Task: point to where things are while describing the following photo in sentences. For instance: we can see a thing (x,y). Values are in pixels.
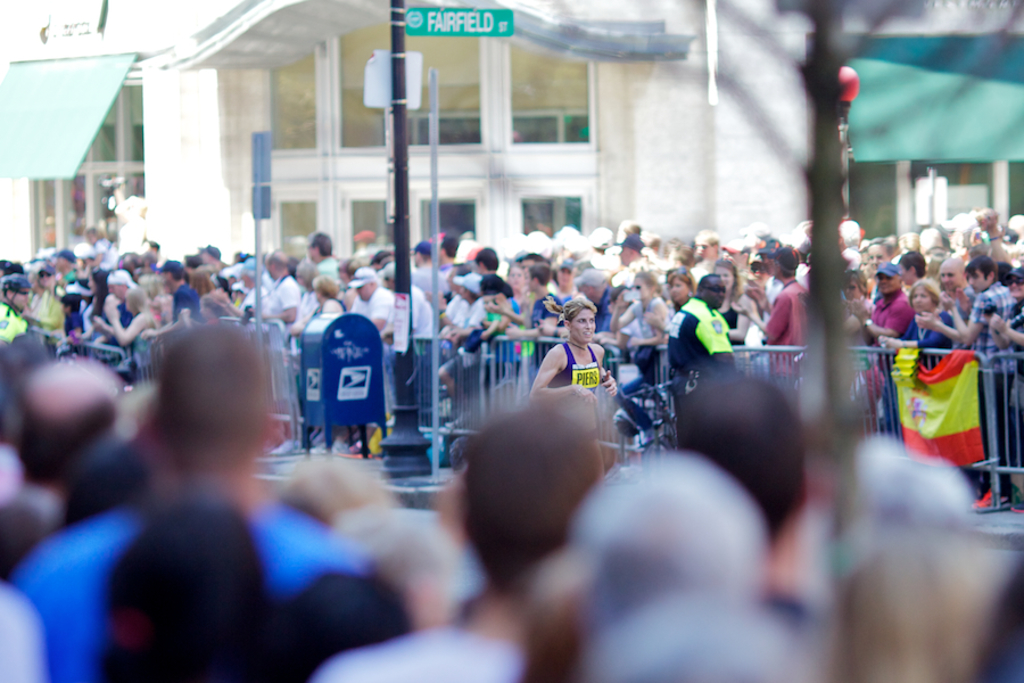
In this image we can see many people (834,632) watching running race. Image also consists of buildings (724,136) and poles (388,158) and also flags (955,397). There is also fence (475,373) visible in this image.
